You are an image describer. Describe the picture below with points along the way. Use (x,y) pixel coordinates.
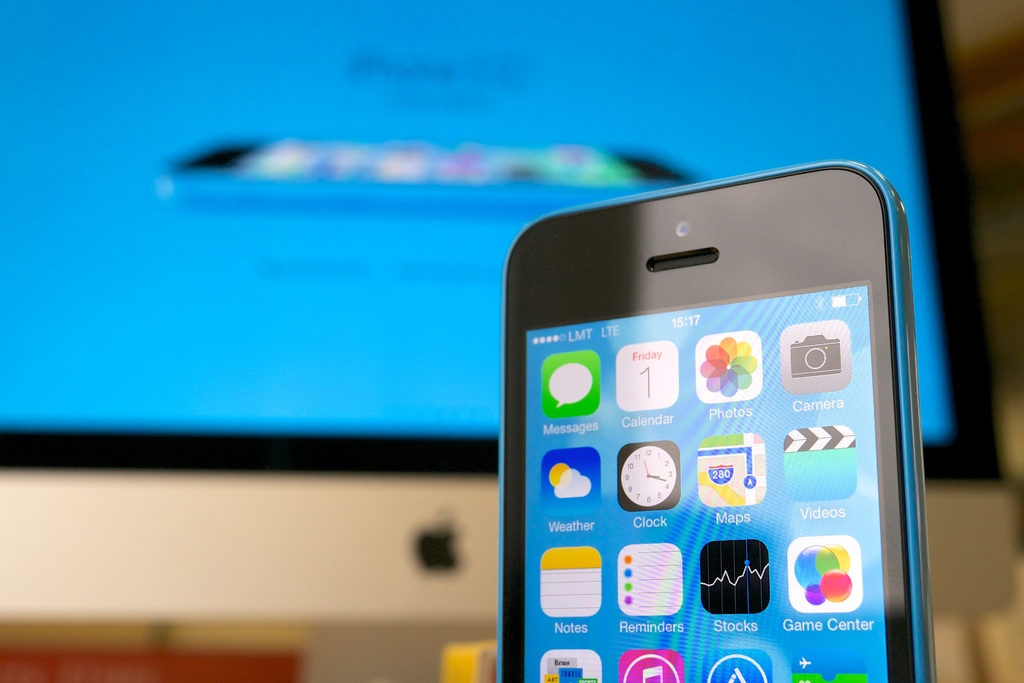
In this image there is a mobile (906,679) in the foreground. And there is a monitor (324,332) in the background (365,518).
